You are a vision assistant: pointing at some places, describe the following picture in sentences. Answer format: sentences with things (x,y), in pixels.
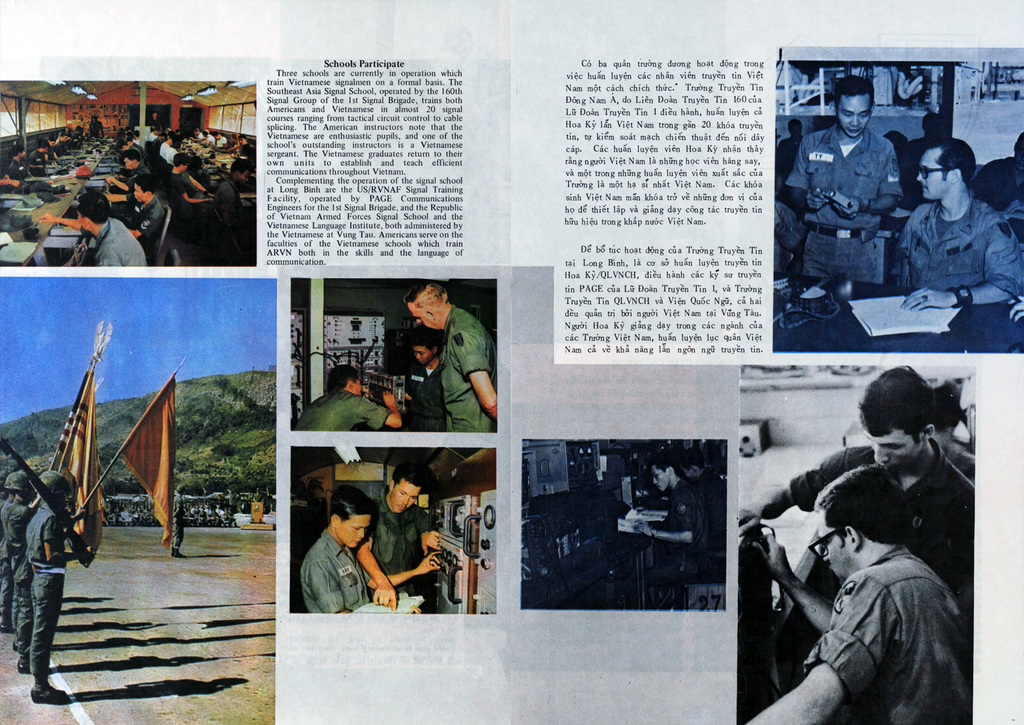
In this image we can see a paper (534,513). There are many photos (630,492) on the paper (616,432). There is some description (638,159) of the photos (495,332) in the image. There are many people (846,609), objects (721,593), a sky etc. in the image.
